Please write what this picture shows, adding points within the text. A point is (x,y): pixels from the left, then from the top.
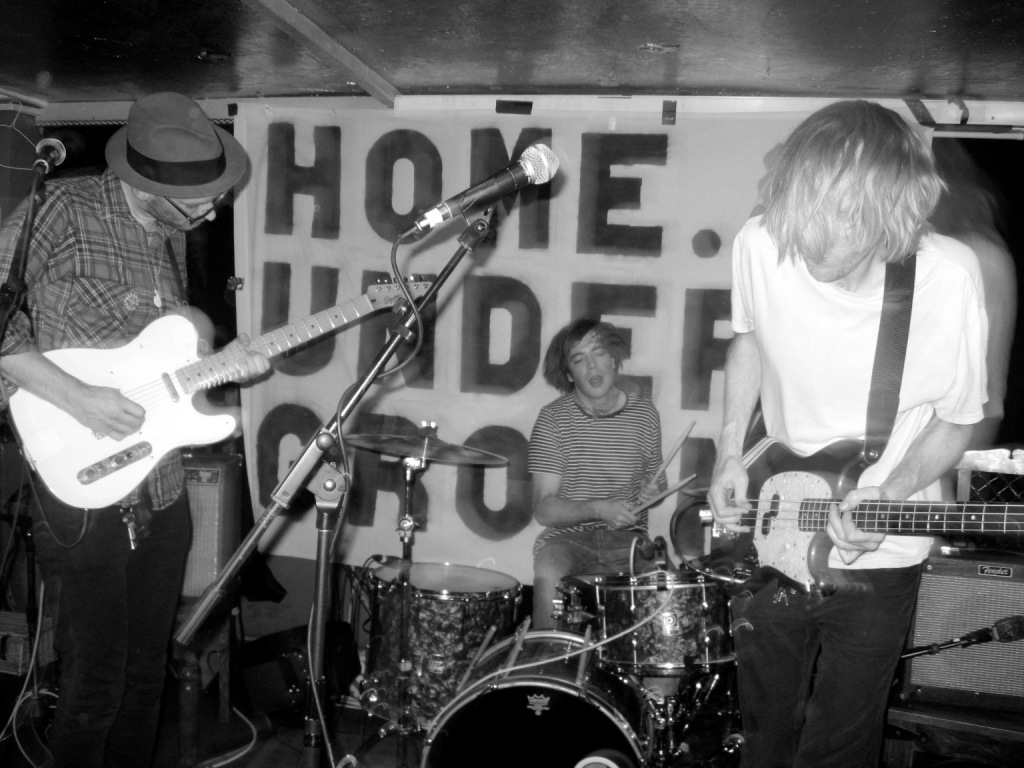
In this picture we can see three man (877,216) where two are playing guitar (131,395) and one is playing drum (557,651) and in front of them there is mic (457,205) and in background (297,507) we can see banner (744,171).
